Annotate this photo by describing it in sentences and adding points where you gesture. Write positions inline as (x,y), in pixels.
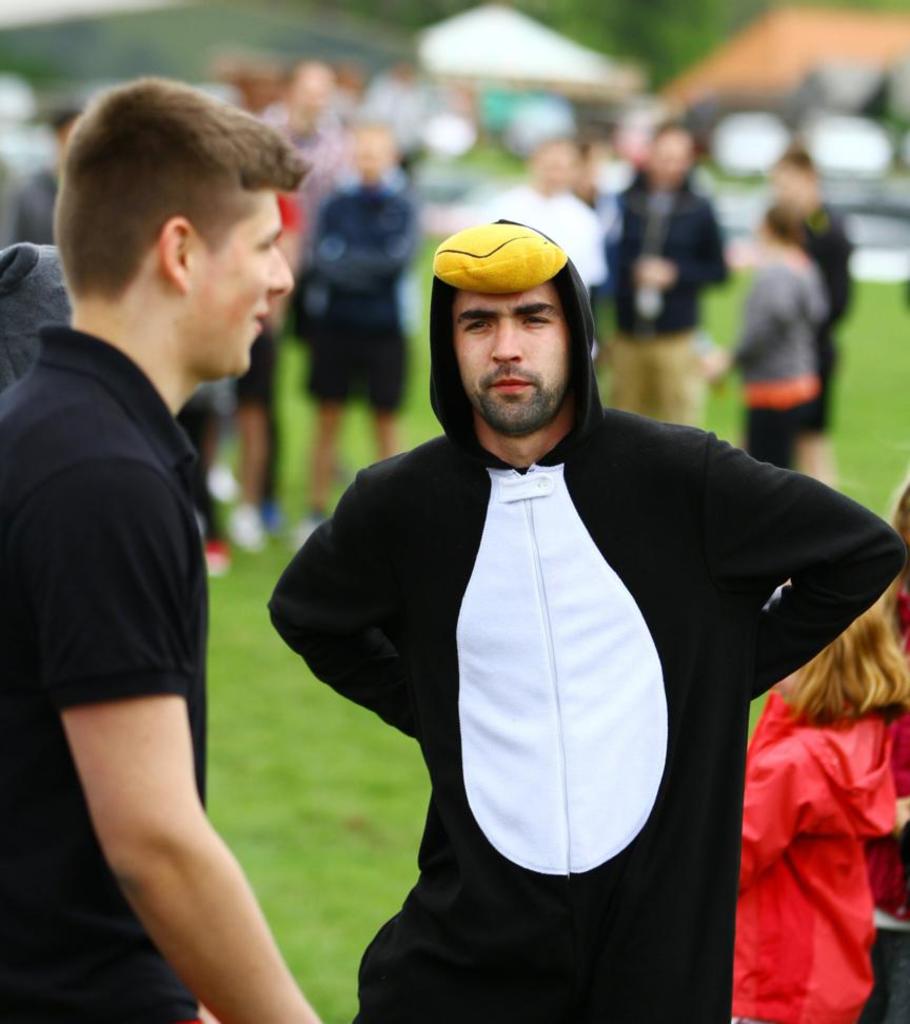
In the picture I can see people (377,382) are standing on the ground (419,369) among them the man (616,698) in the front (621,782) is wearing a costume (586,820). The background of the image (616,379) is blurred.
